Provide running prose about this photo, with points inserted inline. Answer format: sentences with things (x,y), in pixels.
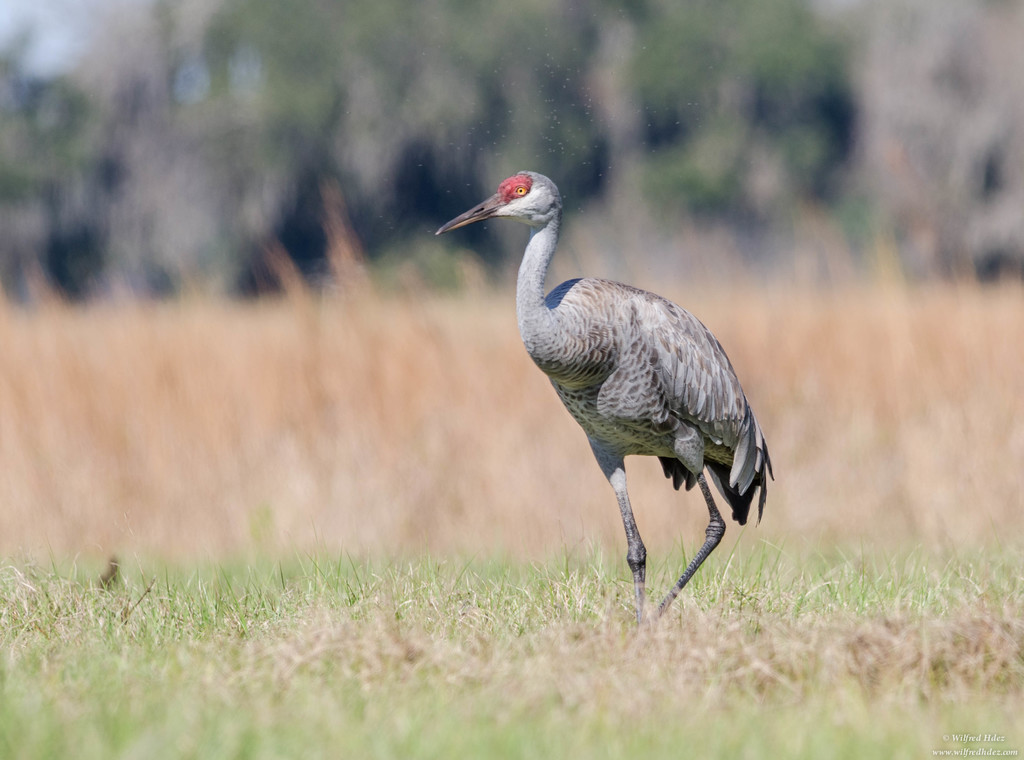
In the middle of the image (671,451) we can see a bird (629,521) on the grass (684,591), in the background (630,82) we can see few trees (617,93).
